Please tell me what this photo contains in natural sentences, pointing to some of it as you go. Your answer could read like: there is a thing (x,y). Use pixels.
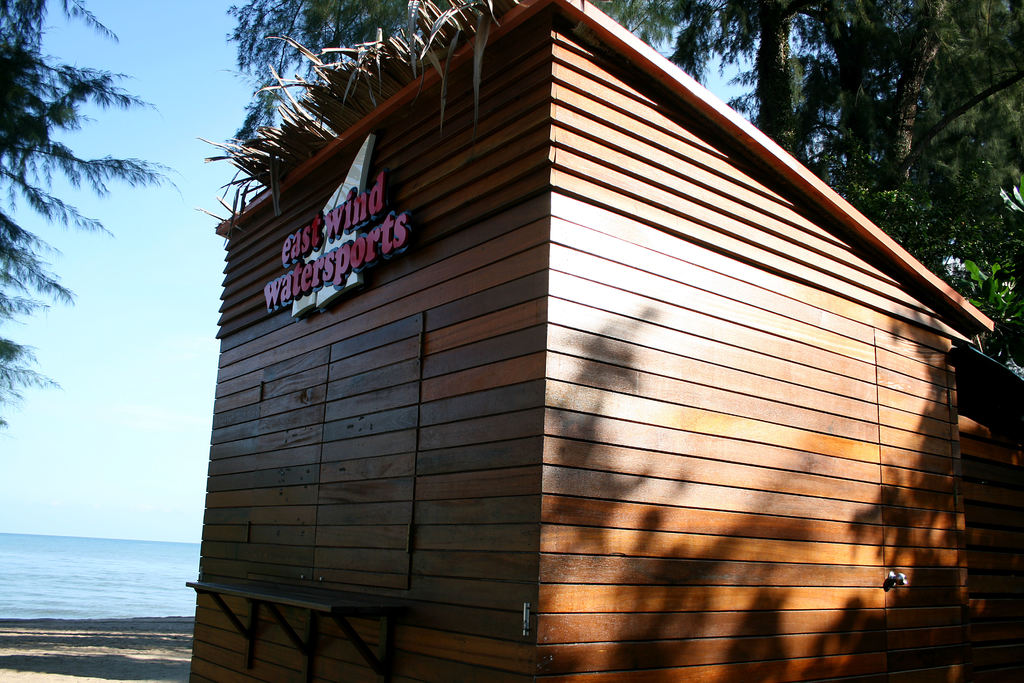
In this image we can see a house (422,247) and there is a text (300,276) on the house (408,90) and we can see some trees (1008,167). There is a water (81,581) and at the top (194,99) we can see the sky (151,390).
